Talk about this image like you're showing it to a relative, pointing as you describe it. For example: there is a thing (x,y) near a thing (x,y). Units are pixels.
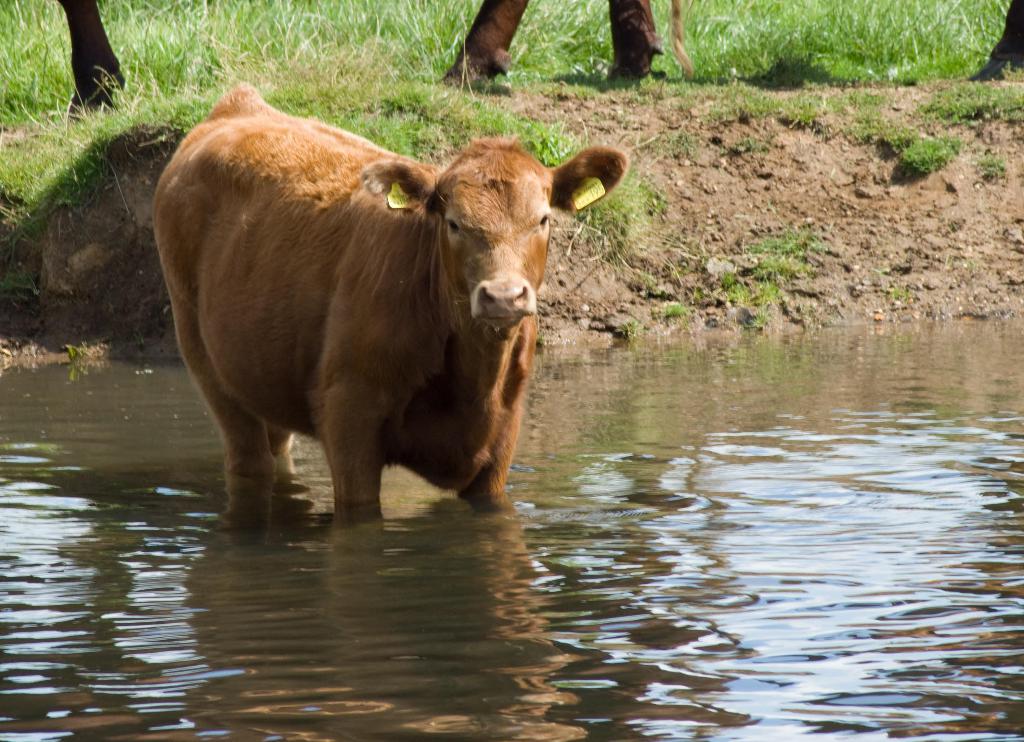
In this image in front (304,264) there is a cow (295,396) in the water (529,460). Behind the cow (377,274) there's grass (398,37) on the surface (639,145).
